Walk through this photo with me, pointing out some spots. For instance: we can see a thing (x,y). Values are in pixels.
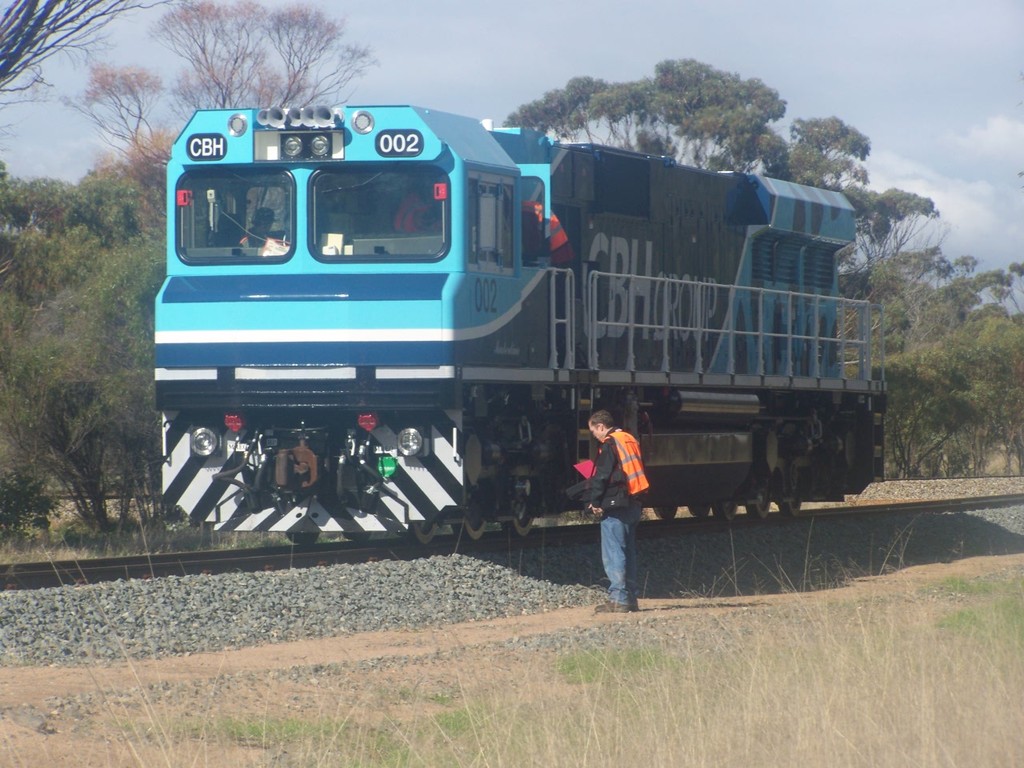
In this picture we seeing the train (195,425) is not in motion it is standing and man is standing near the train (679,454).
